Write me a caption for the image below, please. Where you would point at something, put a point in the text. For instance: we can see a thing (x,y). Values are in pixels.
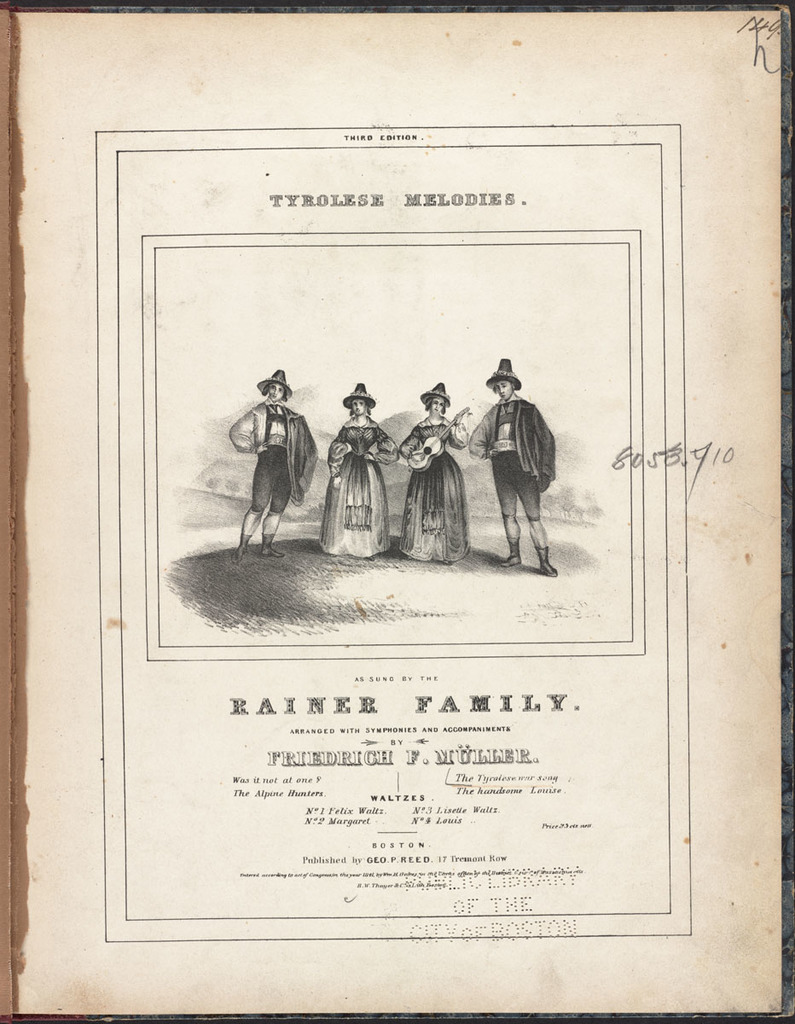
In the center of the image (305,483) we can see drawings (493,464) of a person's (343,486) standing on the grass (389,579). At the top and bottom of the image (327,757) there is text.
